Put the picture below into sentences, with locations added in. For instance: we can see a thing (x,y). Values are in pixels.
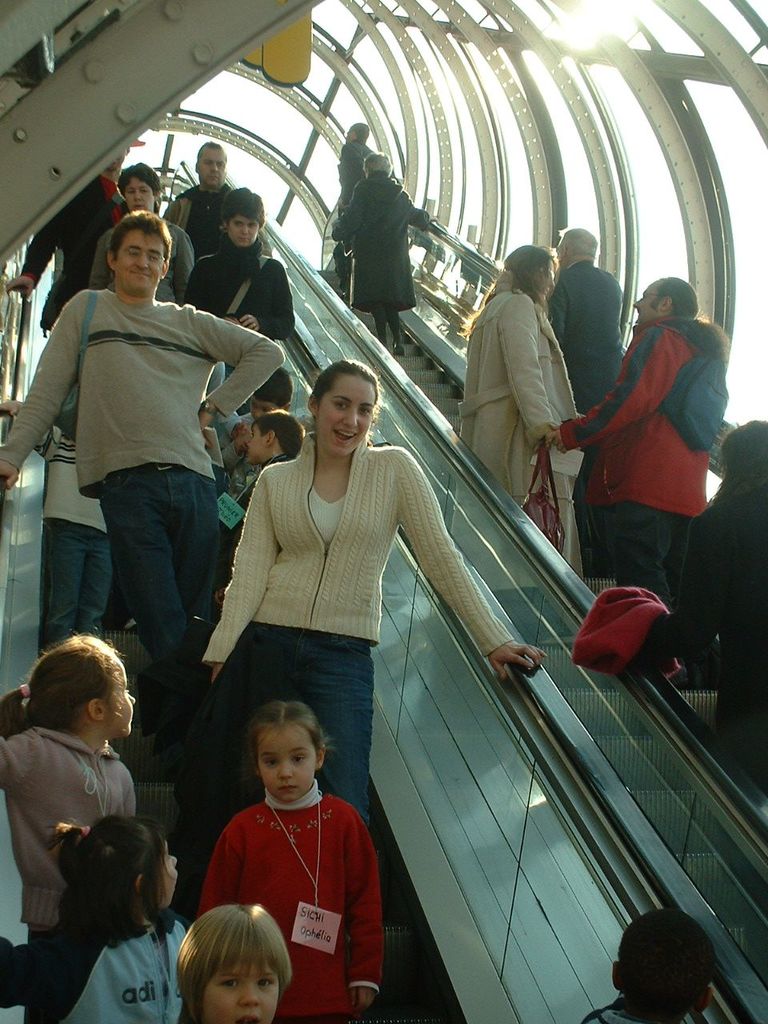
In this picture there are group of people (272,426) standing on the escalators (734,992). At the top (587,126) there is a roof (56,187) and there is sky (737,26) and there is sunshine (589,20).
